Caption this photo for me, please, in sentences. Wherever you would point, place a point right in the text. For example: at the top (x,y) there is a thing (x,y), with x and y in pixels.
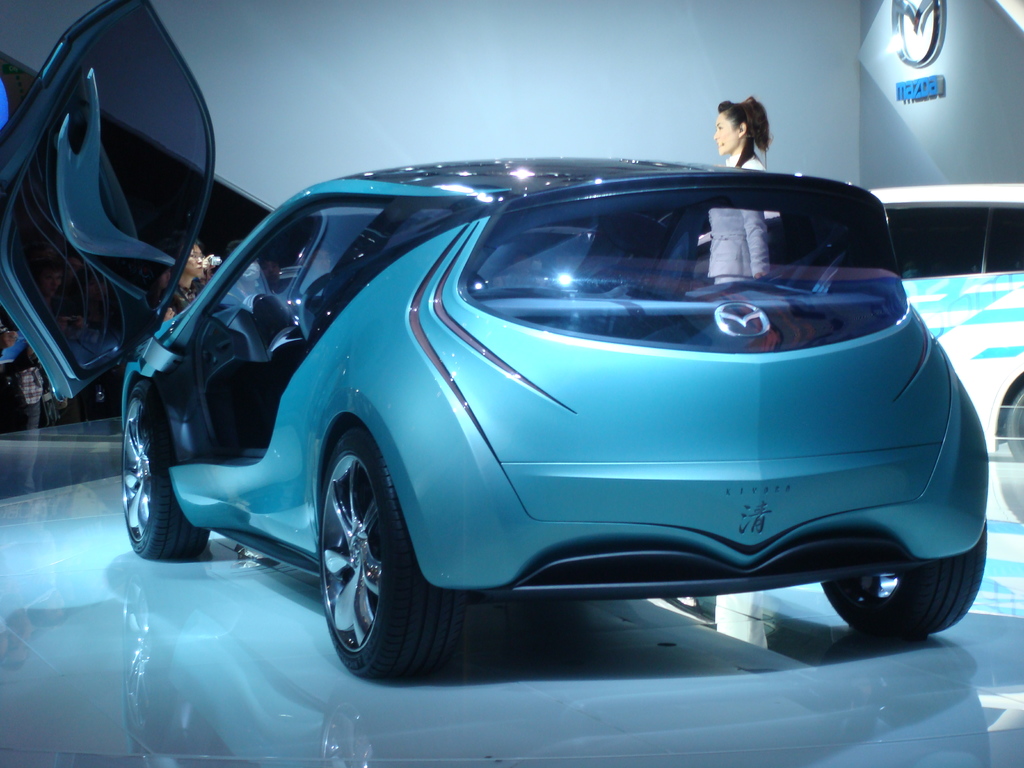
In this image there is a car (416,459), beside the car (516,439) there is a woman (724,284) standing, beside the woman (760,241) there is another car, in front of the car (305,303) there is another person (185,298), in front of the car (713,333) there is a logo (905,87) on the wall (882,77).
